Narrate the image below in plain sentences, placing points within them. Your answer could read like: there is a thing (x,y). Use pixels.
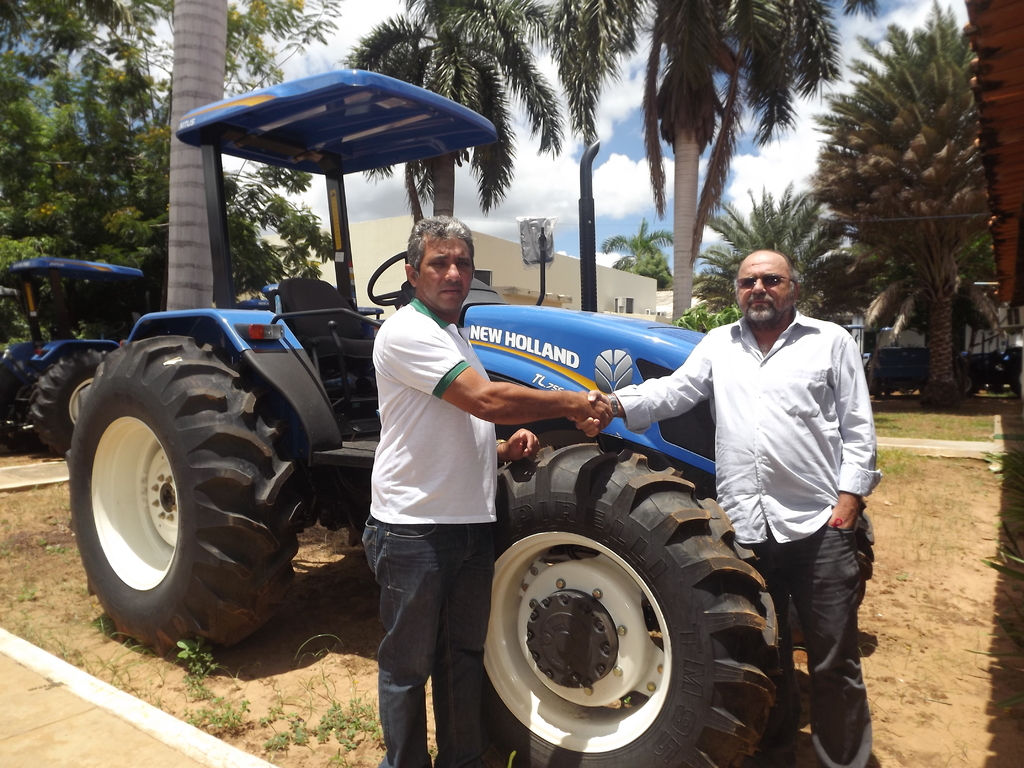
In this picture we can see two men (433,536) shaking hands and standing on the ground (869,680), trees (81,285), buildings (538,269), tractors (470,309) and in the background (753,122) we can see the sky (293,62) with clouds (644,166).
